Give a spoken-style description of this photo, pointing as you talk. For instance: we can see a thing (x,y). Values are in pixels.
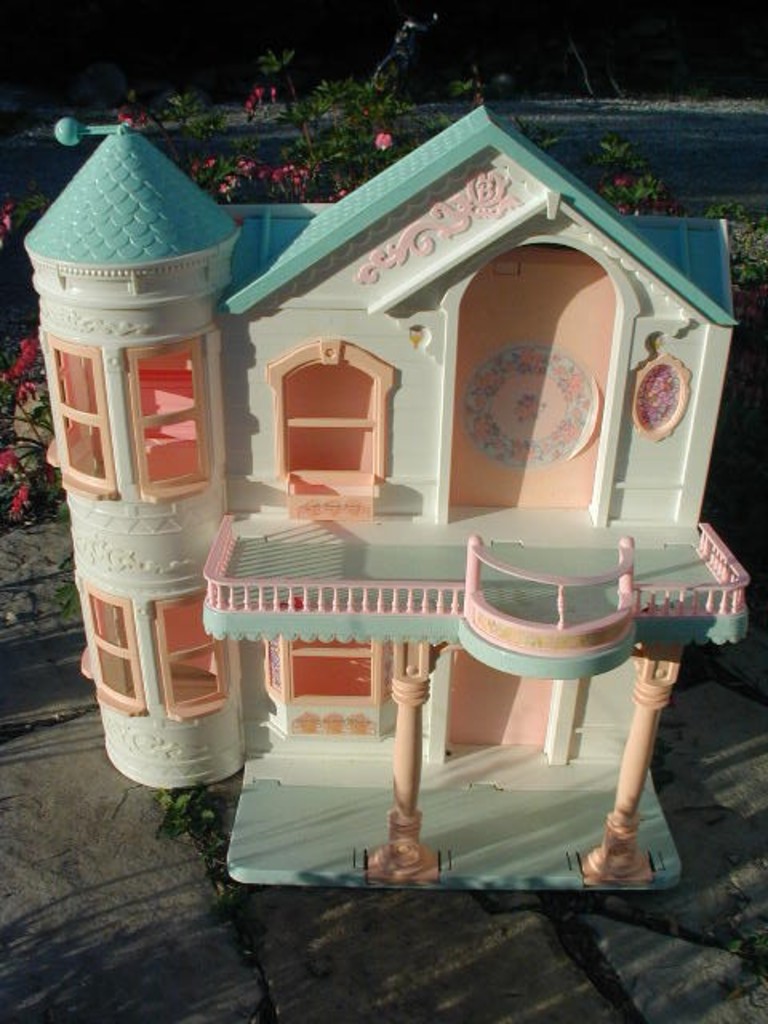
In this image we can see a dollhouse (293,542), flower plants (307,147) and also the path (689,114).
